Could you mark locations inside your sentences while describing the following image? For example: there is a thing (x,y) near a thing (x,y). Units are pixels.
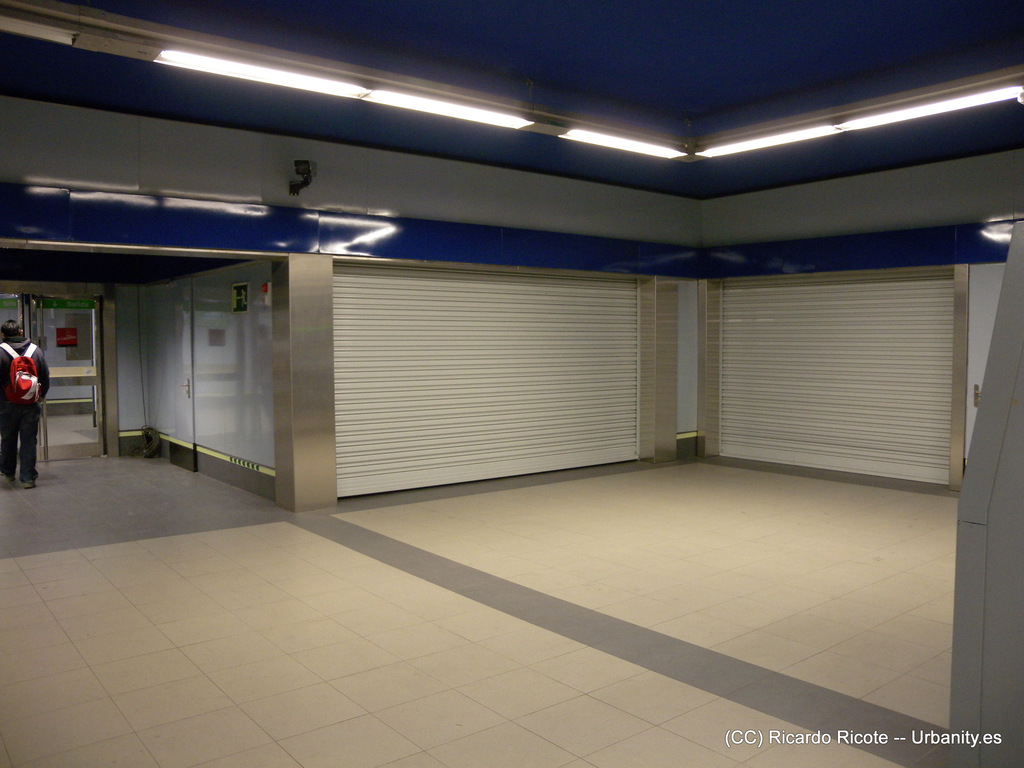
This is a inside picture of a building (567,553). In this image we can see shutters (425,283). There is a person (40,356) to the left side of the image (23,408). At the top of the image (314,100) there is ceiling (334,117) with lights (983,89). At the bottom of the image (429,582) there is floor (506,667). There is some text (813,738).
